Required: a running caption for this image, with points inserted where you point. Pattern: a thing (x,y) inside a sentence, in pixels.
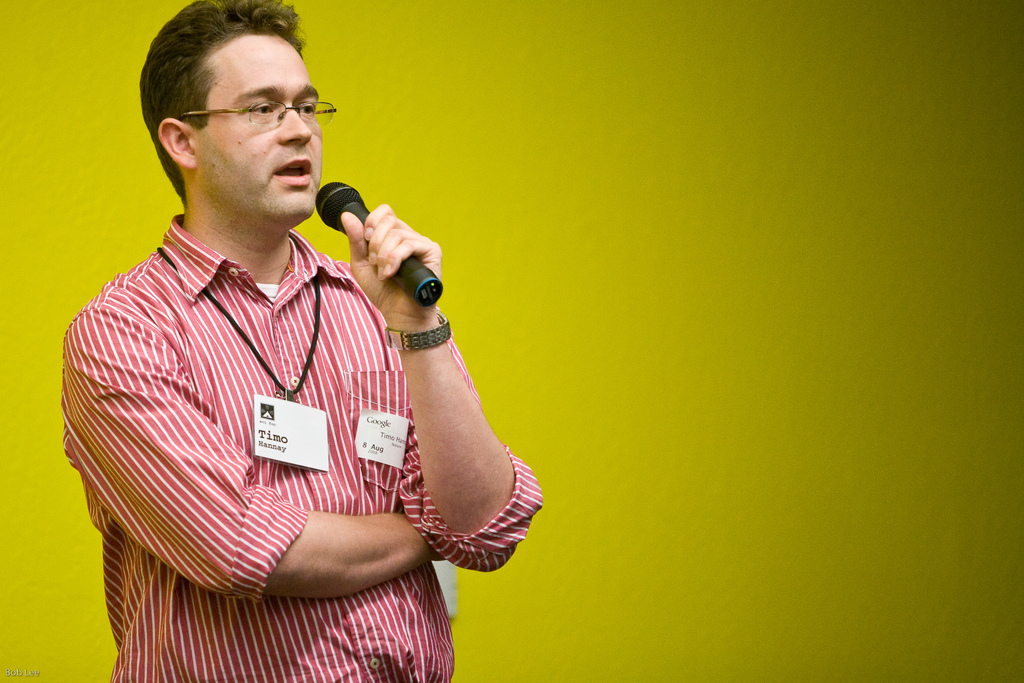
In this image I see a man (426,603) who is standing and holding the mic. In the background (416,143) I see the yellow wall (1010,6).
